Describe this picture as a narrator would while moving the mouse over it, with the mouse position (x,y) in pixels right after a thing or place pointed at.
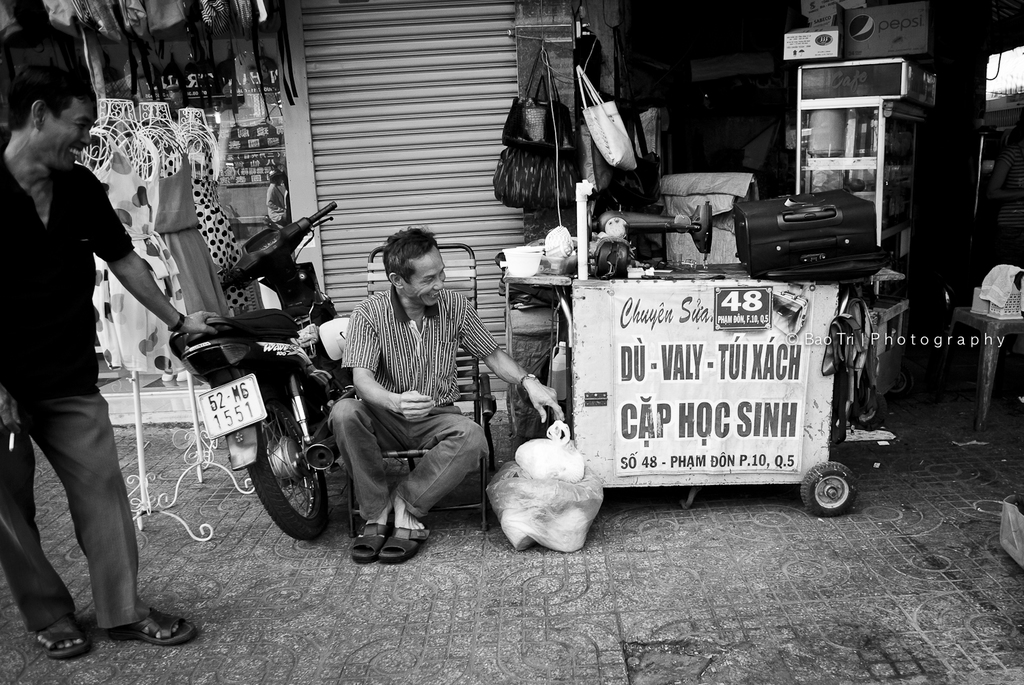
This image is a black and white image. This image is taken outdoors. At the bottom of the image (329,594) there is a floor (630,590). In the background (567,123) there are a few stores (318,134) with handbags (542,148), luggage bags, scarves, mannequins (162,211), dresses (178,216) and many things (171,7). There is a shutter (388,82) and there is a stall (607,349) with a board (625,340) and text (632,403) on it. In the middle of the image (466,389) a man (394,371) is sitting on the chairs (382,283) and a bike (251,363) is parked on the floor (151,538). On the left side of the image (120,246) a man (120,246) is standing on the floor (190,517).
